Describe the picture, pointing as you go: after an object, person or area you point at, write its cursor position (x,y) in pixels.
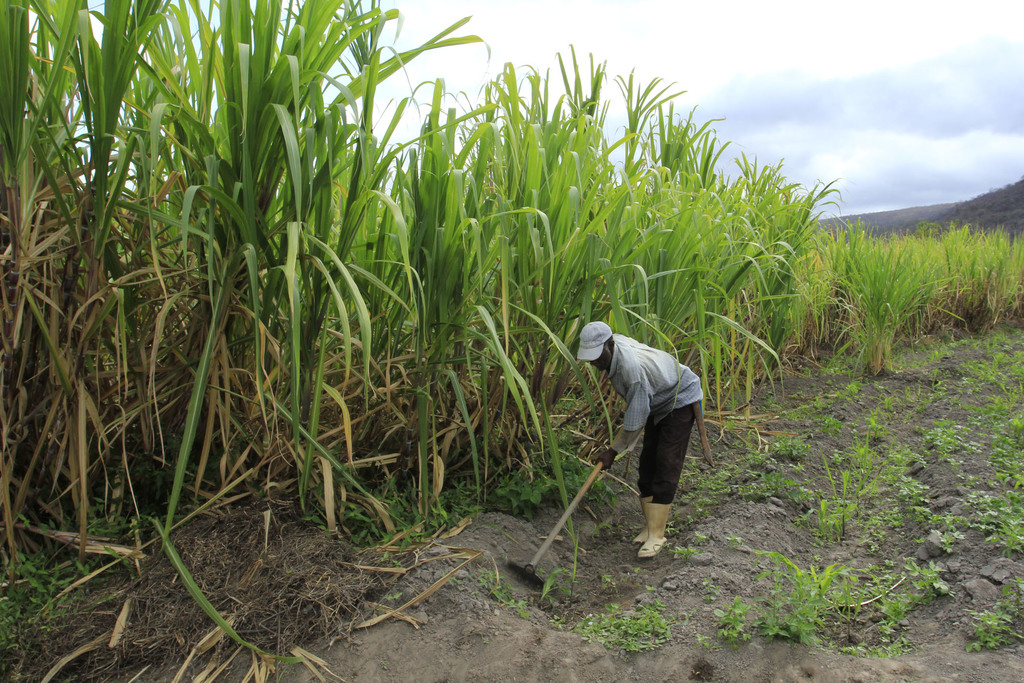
In this image there is a person (611,459) digging the field (569,550) with an object (541,581), beside him there are grass weeds (419,298). In the background (867,168) there is the sky (898,151).
